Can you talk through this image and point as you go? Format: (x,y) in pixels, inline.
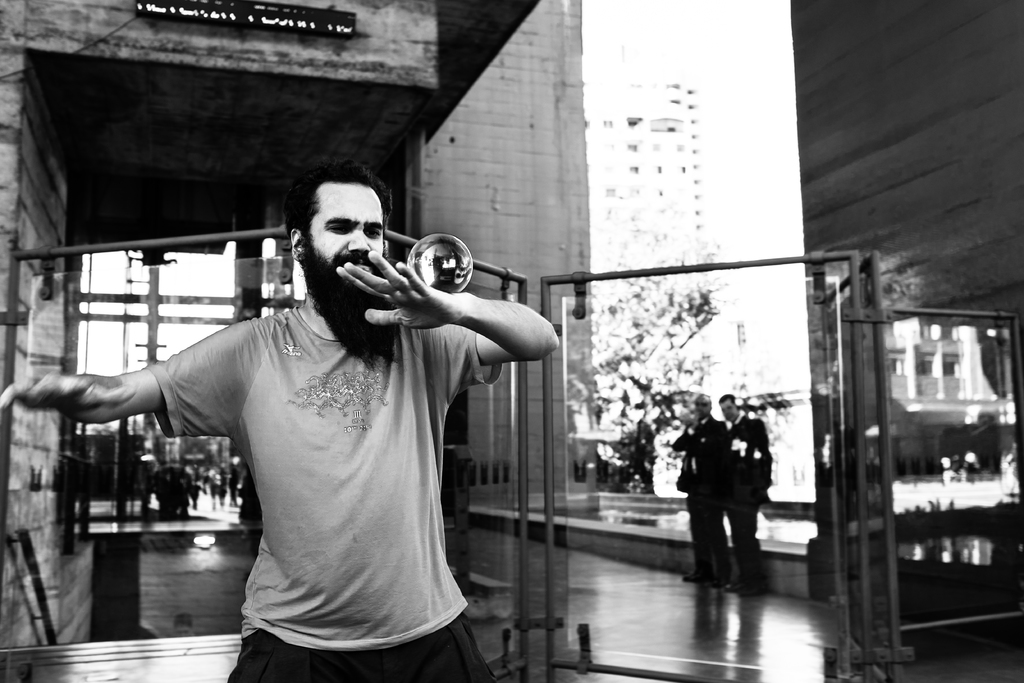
In this image I can see the person (334,391) with the glass ball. At the back of the person (430,334) I can see the rods (569,664) and the two more people (723,506) with dresses (705,508). In the background (263,18) I can see the board (246,27) to one of the building (449,118). I can also see the trees (673,464).
